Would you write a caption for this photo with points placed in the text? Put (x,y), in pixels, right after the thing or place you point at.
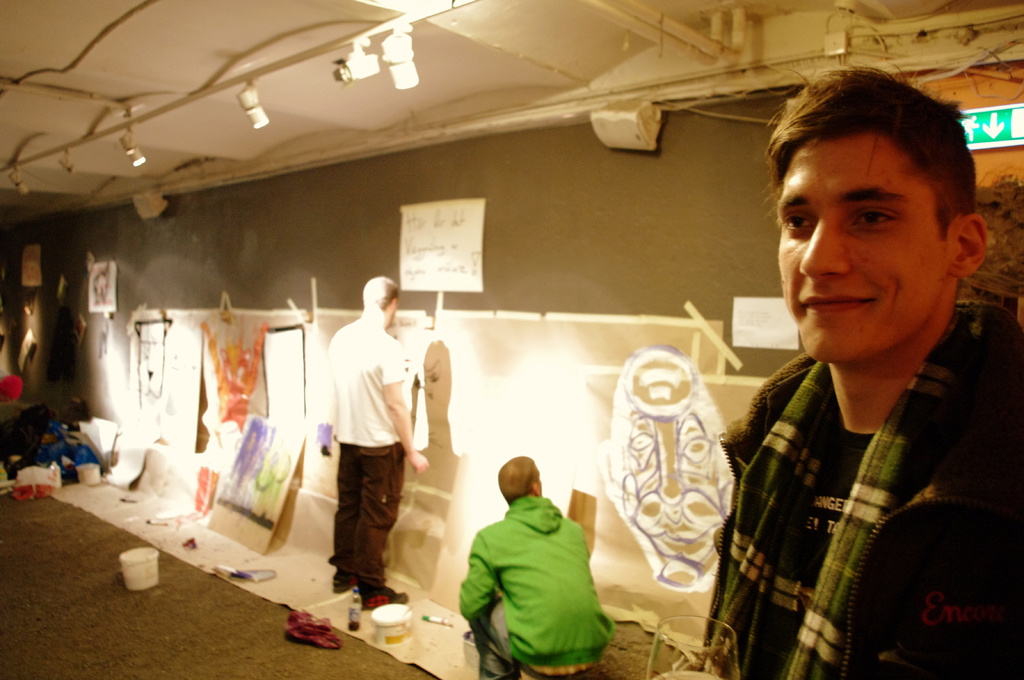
There is a man (886,289) standing and smiling, behind this man (848,268) we can see sign board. Here we can see board (283,445), buckets (392,607) and objects (88,459) on the surface (193,650). There are two people (384,383). Top we can see lights (411,77).
